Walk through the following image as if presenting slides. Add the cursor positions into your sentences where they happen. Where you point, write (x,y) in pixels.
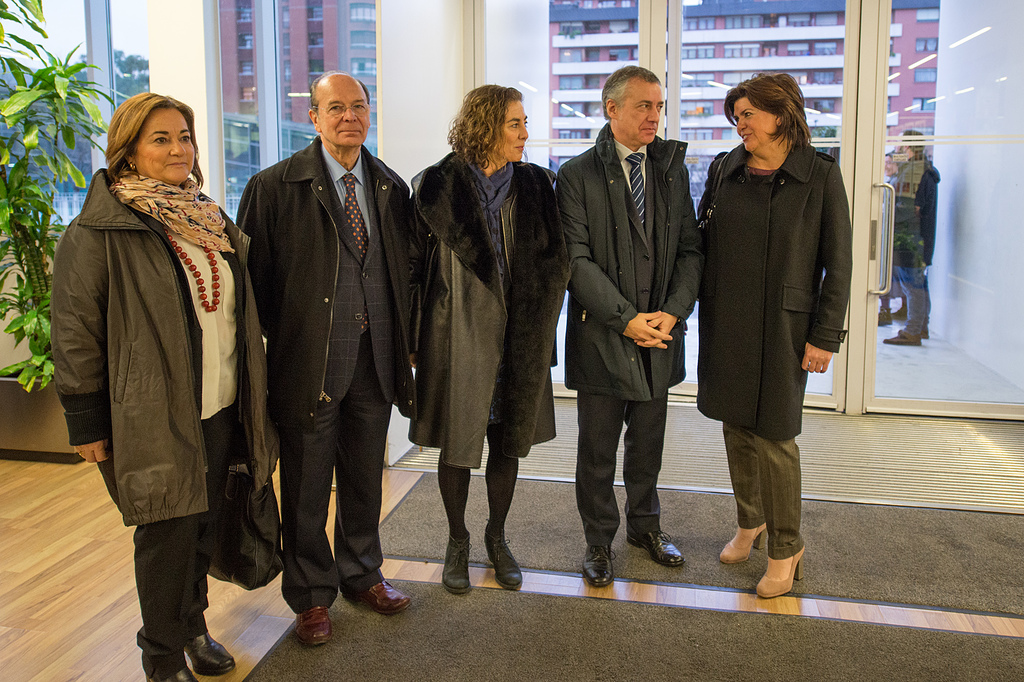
In this image we can see a group of people (529,313) standing on the floor (995,498). We can also see a plant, window (135,36) and a glass door (840,397) with a handle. On the backside (226,146) we can see some trees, a building (293,148), some people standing and the sky (122,35).
